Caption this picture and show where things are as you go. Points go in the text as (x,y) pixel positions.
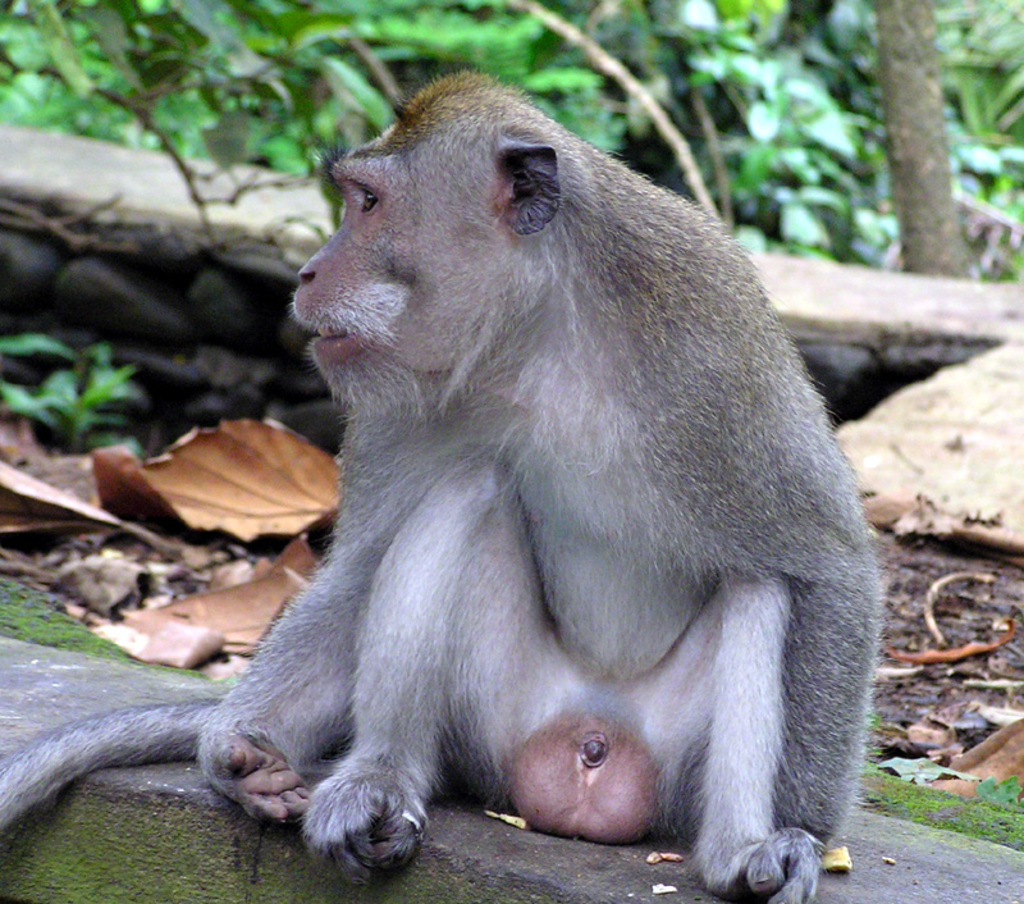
In this picture there is a monkey (754,851). He is sitting on the wall (715,897) and beside that we can see many leaves (264,558). At the top (955,112) we can see the trees (779,135) and plants (776,164).
